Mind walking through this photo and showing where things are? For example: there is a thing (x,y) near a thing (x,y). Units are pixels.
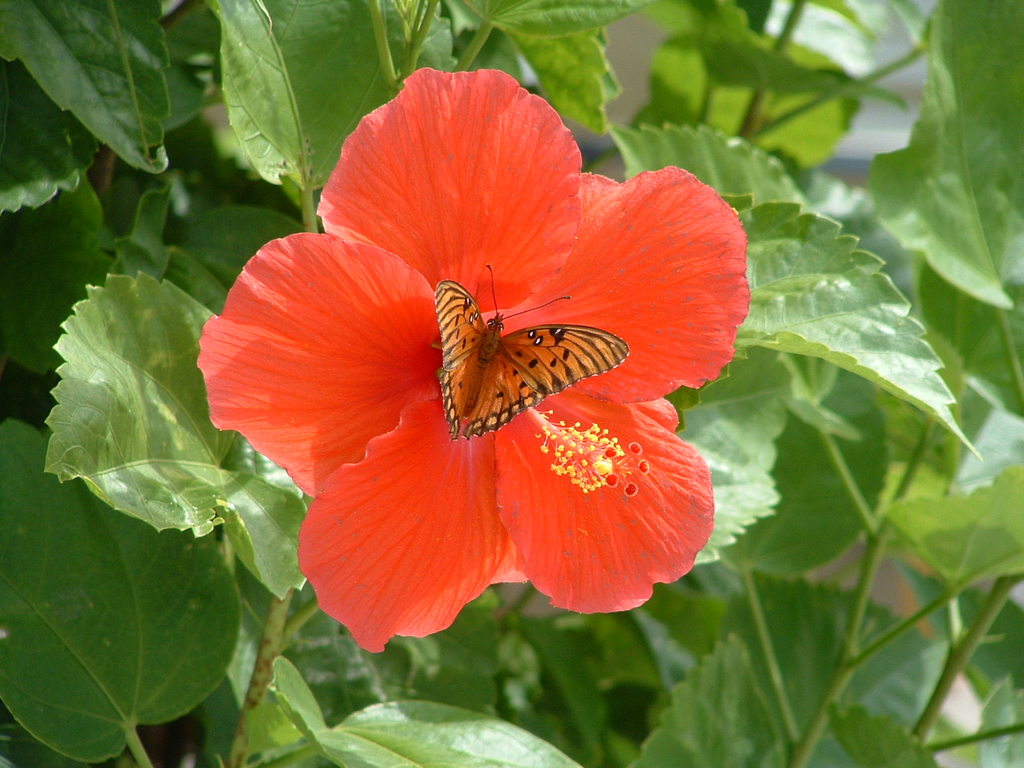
In this image, we can see a butterfly (552,362) on the flower (425,378). In the background (666,609), we can see some leaves (173,441).
